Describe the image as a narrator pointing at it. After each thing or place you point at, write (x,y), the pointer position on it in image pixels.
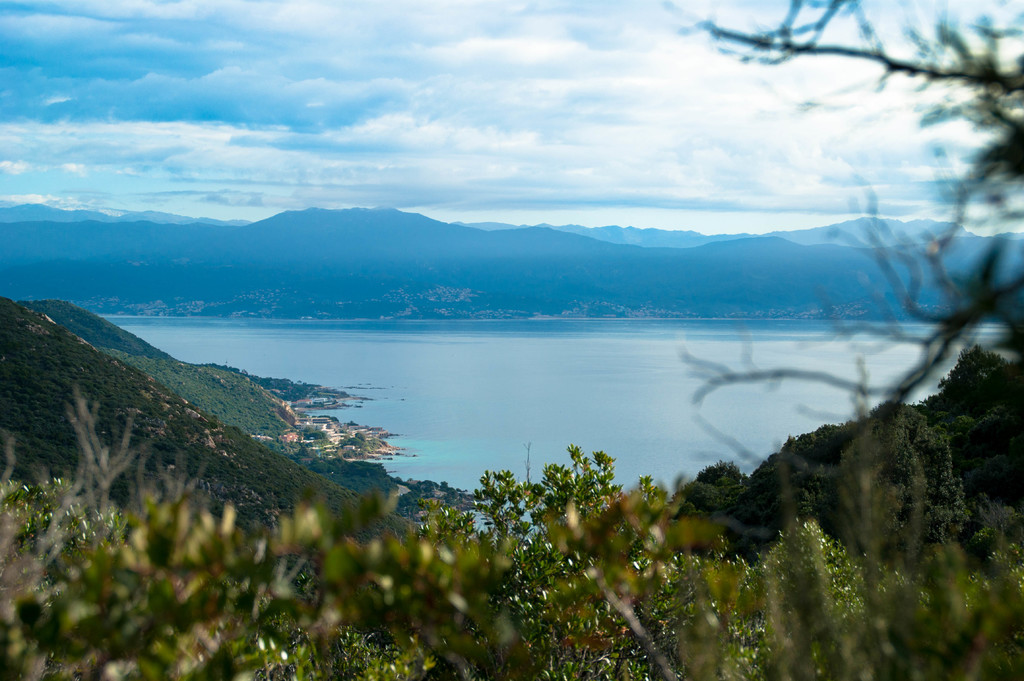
In this picture we can see a few plants (380,538) from left to right. There is water (370,327). We can see a few mountains (415,220) in the background (547,237). Sky (617,73) is cloudy.
